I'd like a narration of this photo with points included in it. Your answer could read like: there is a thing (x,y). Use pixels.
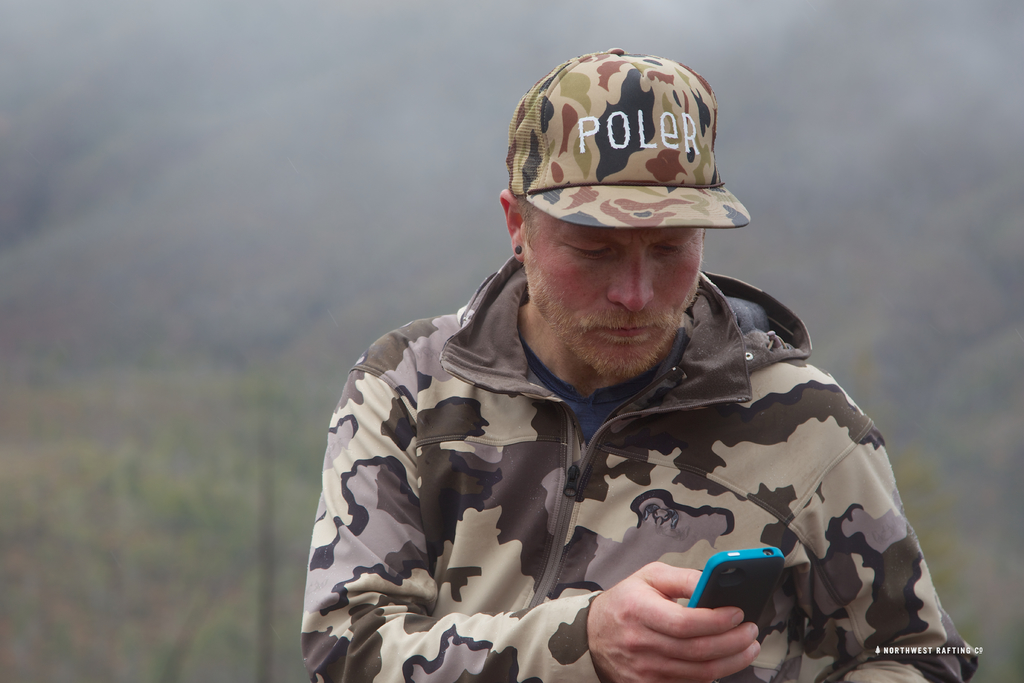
In this image there is a person (617,459) wearing a sweater (659,445) and cap (543,116) operating a mobile phone (753,553).
